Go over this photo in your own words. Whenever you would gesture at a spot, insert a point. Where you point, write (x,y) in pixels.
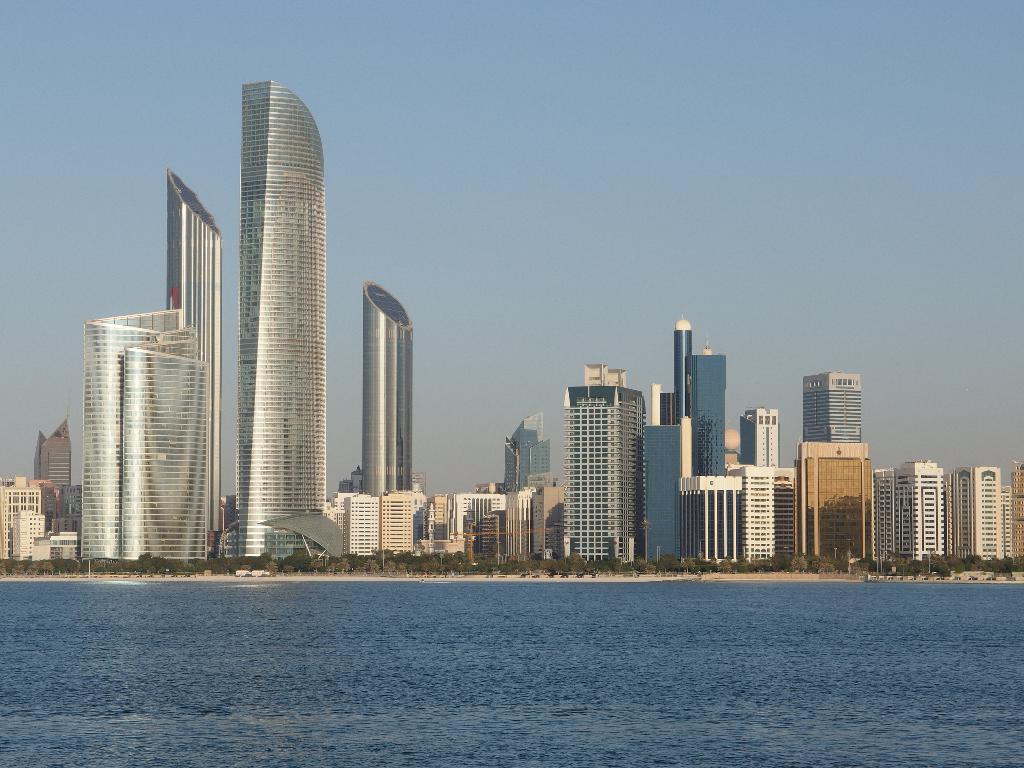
In this picture I can see water (620,656), side we can see some trees (465,558), buildings (774,550).
